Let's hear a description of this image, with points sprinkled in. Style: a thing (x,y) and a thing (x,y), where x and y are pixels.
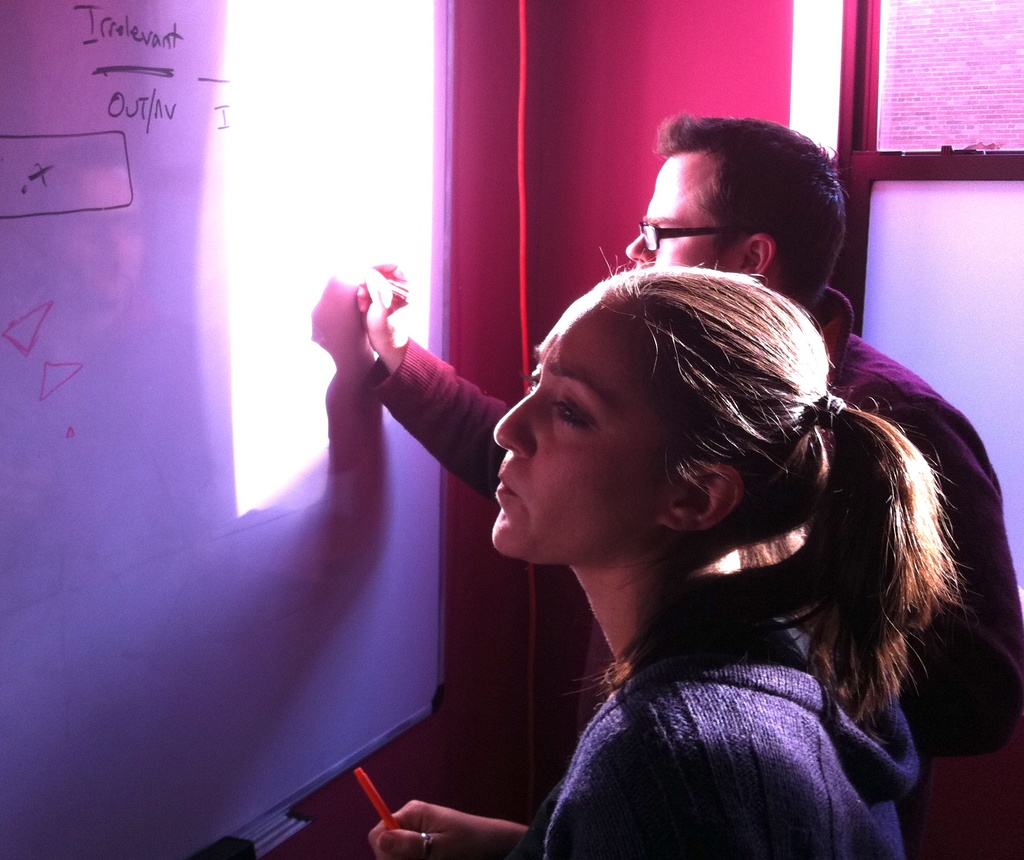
In this image we can see a man (701,226) and a woman (604,749) holding the pens (365,777) and we can also see the man (461,392) writing on the board (285,303). We can also see the text (150,115). In the background (571,112) we can see the wall (634,103) and also some boards (978,232).
